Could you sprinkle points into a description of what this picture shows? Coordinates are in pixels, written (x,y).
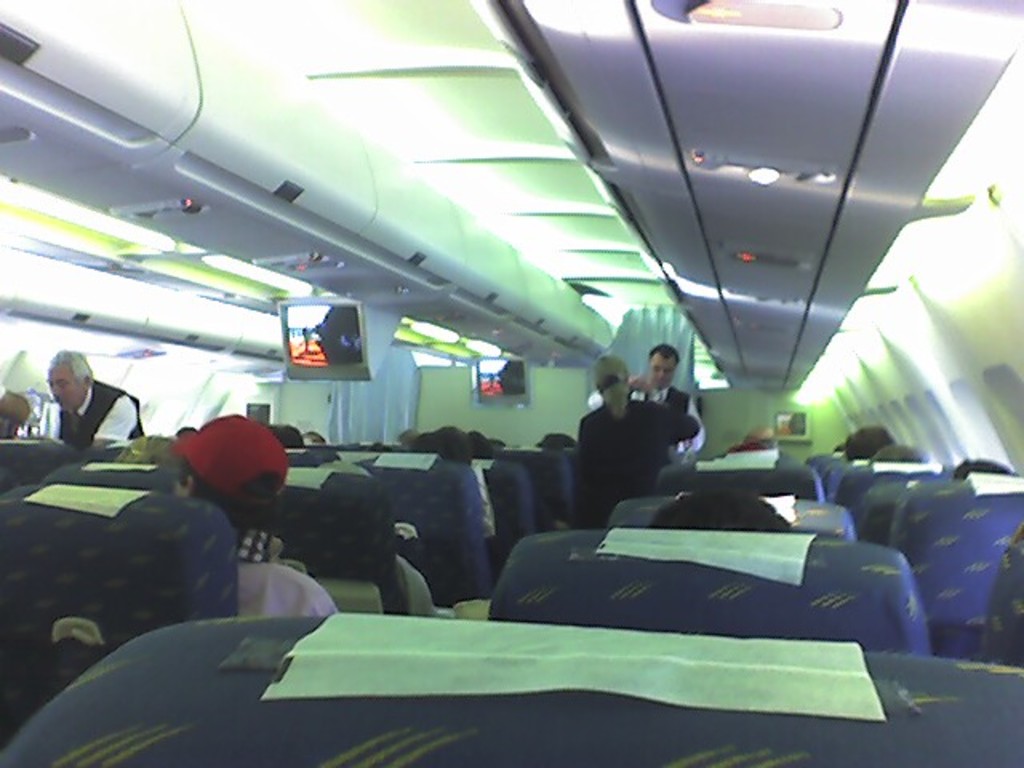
In the picture we can see inside view of plane (166,483) with people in the seats (191,663) and some people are standing and serving them and to the ceiling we can see lights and some television screens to it.
